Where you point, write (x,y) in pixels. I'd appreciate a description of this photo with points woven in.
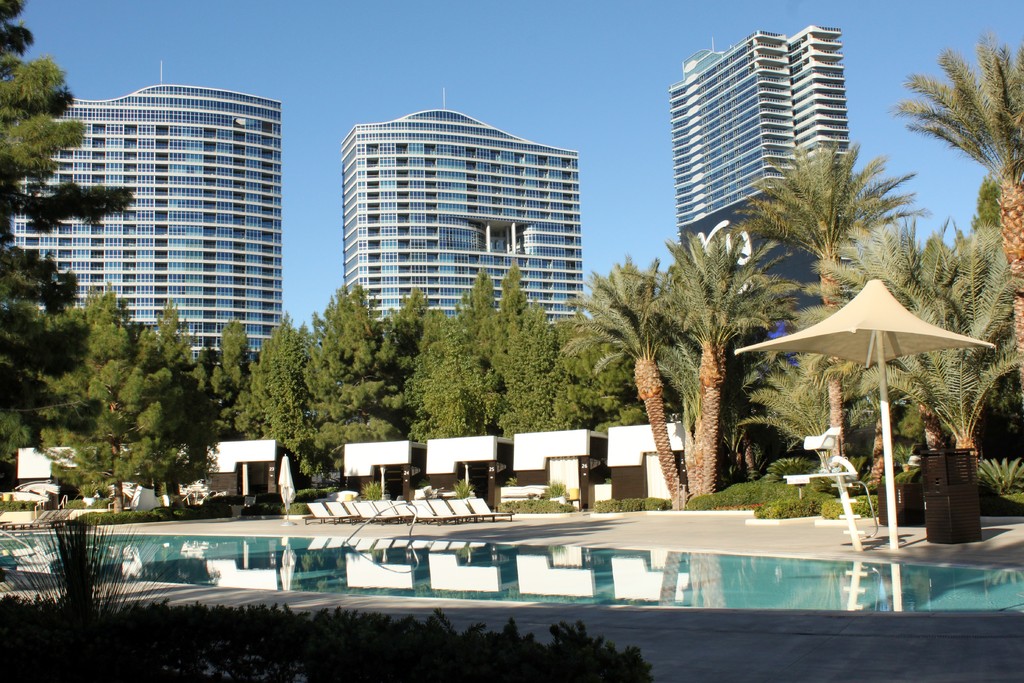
This image is taken outdoors. At the top of the image (355,42) there is a sky (559,62). At the bottom of the image (825,648) floor (833,653) and there are a few plants (202,633) on the ground (846,650). In the middle of the image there is a swimming pool (495,571) with water (805,596). There are a few resting chairs (403,514) and there is a tent (881,376). There are many trees (155,406) and plants (622,498) on the ground (813,650). There are a few cabanas (483,459). In the background (462,267) there are three buildings (540,236).
